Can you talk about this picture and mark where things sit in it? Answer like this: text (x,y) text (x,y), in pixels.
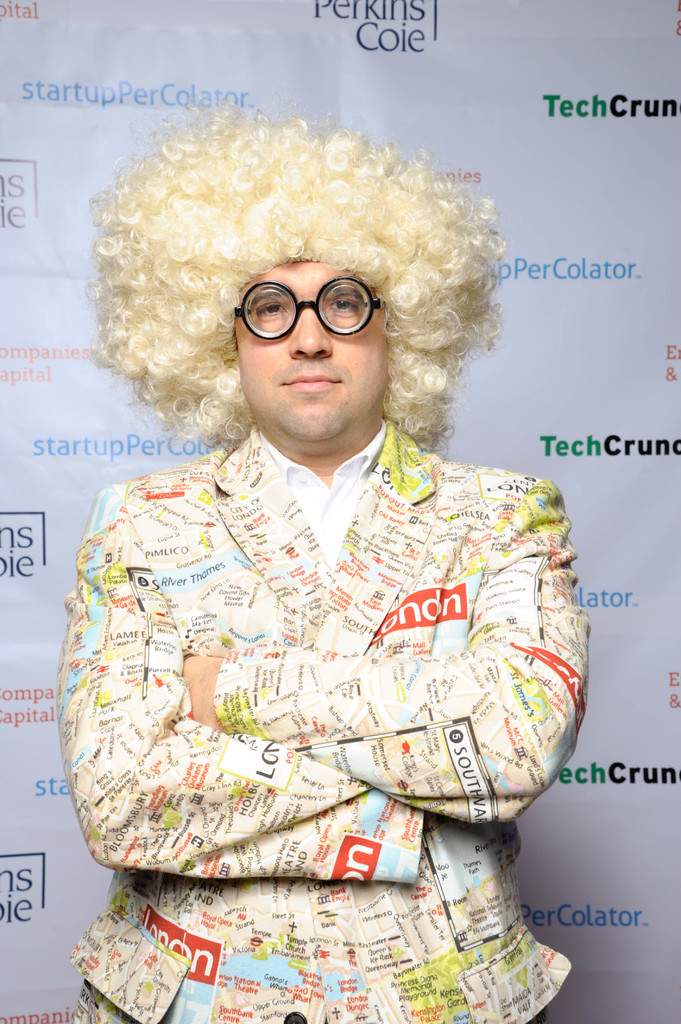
In the middle of the image (397,572), there is a person (370,687) in a shirt (432,829), wearing a spectacle (340,313), smiling and standing. In the background (558,473), there are different color texts (20,577) on a white color banner (322,50).
